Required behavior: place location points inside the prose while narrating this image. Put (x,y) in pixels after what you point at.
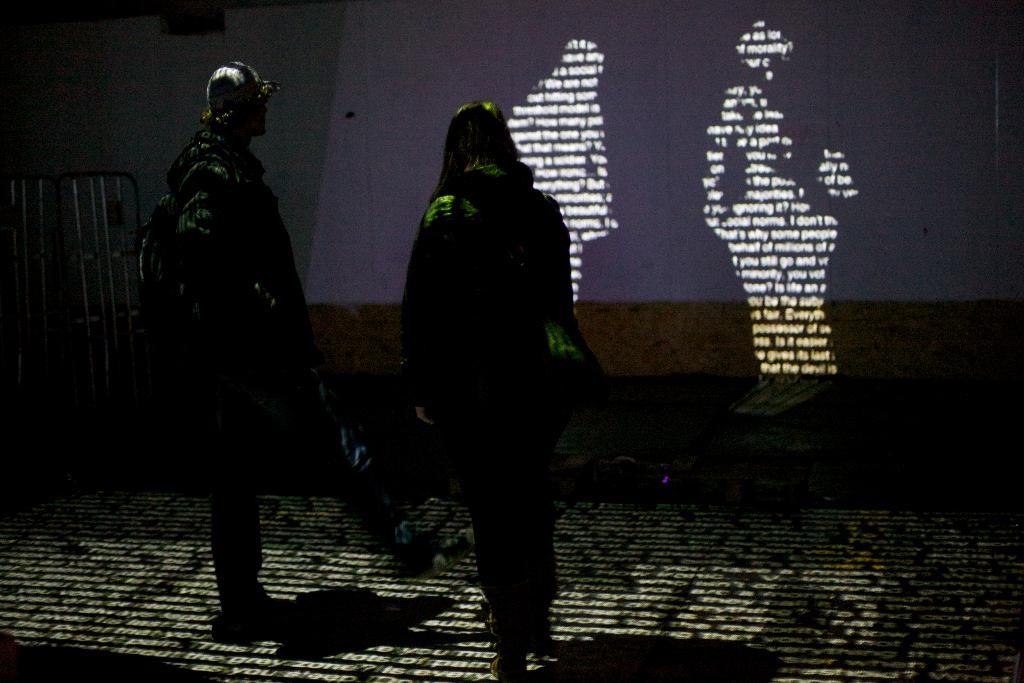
In this image, I can see two persons (205,370) standing on the floor (337,563). In front of the persons (481,332), there is a reflection (572,165) on the screen (630,164) in the form of text (778,279). On the left side of the image (83,312), I can see iron grilles (83,312).
